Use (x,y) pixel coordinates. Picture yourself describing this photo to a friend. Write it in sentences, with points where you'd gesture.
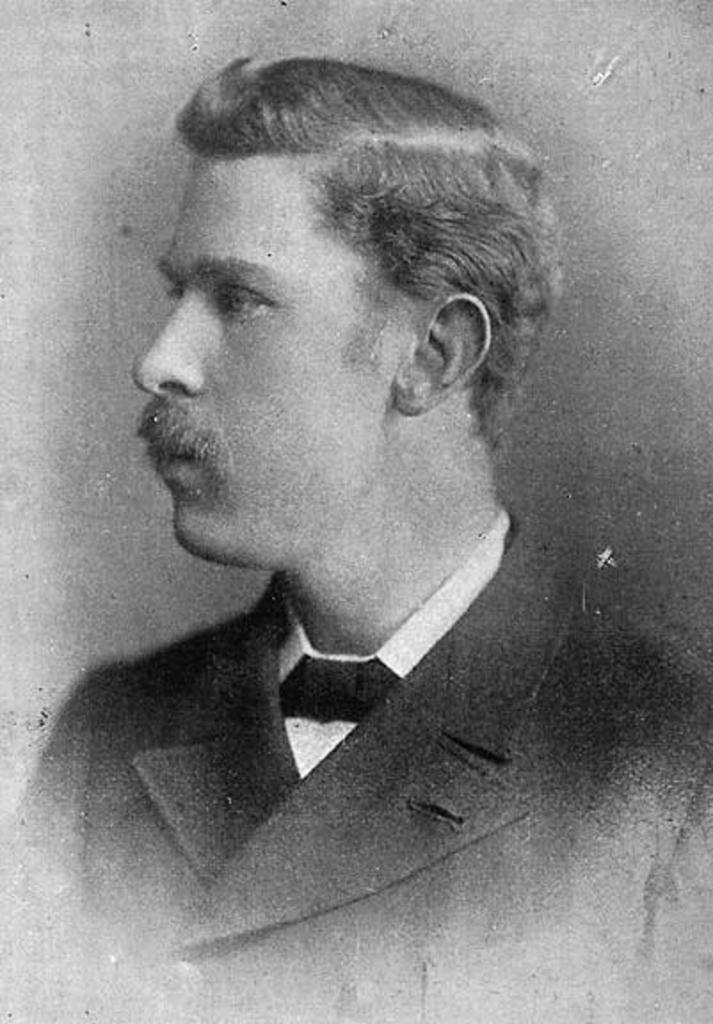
In this image in the front (354,503) there is a man (378,480) wearing black colour suit (279,762) and white colour shirt (318,739) and black colour tie (333,688).
